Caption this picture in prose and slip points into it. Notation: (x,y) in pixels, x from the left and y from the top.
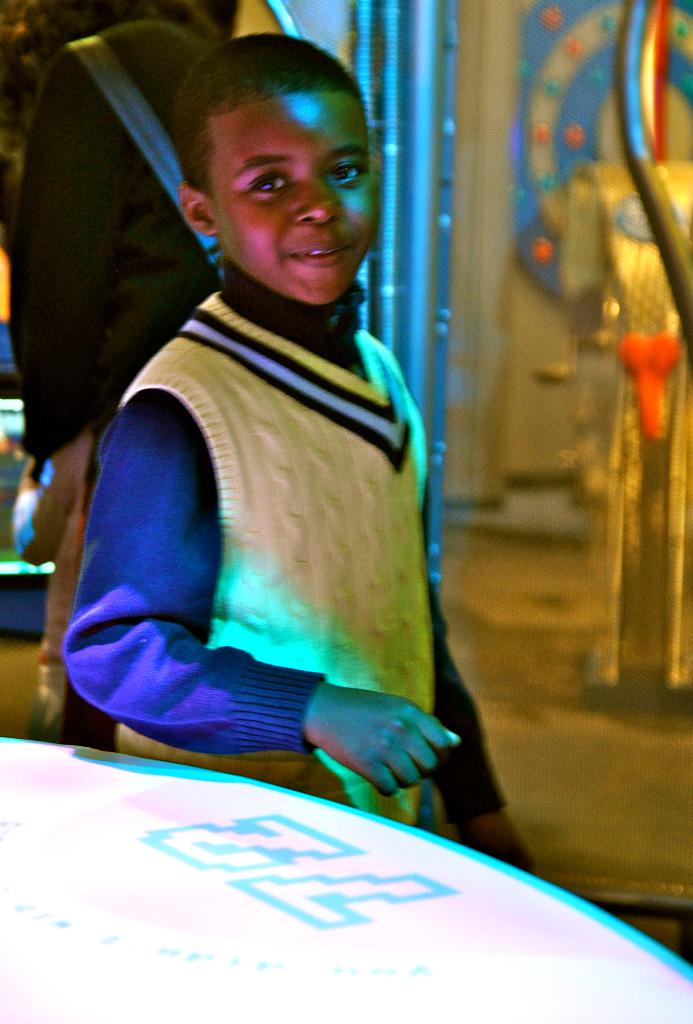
In this picture there is a boy (189,323) who is wearing jacket (400,611) and blue shirt (183,635). He is standing near to the table (429,889). In the back (27,256) there is a woman (150,302) who is wearing black dress (131,198) and bag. On the left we can see the gaming zone (661,478).
